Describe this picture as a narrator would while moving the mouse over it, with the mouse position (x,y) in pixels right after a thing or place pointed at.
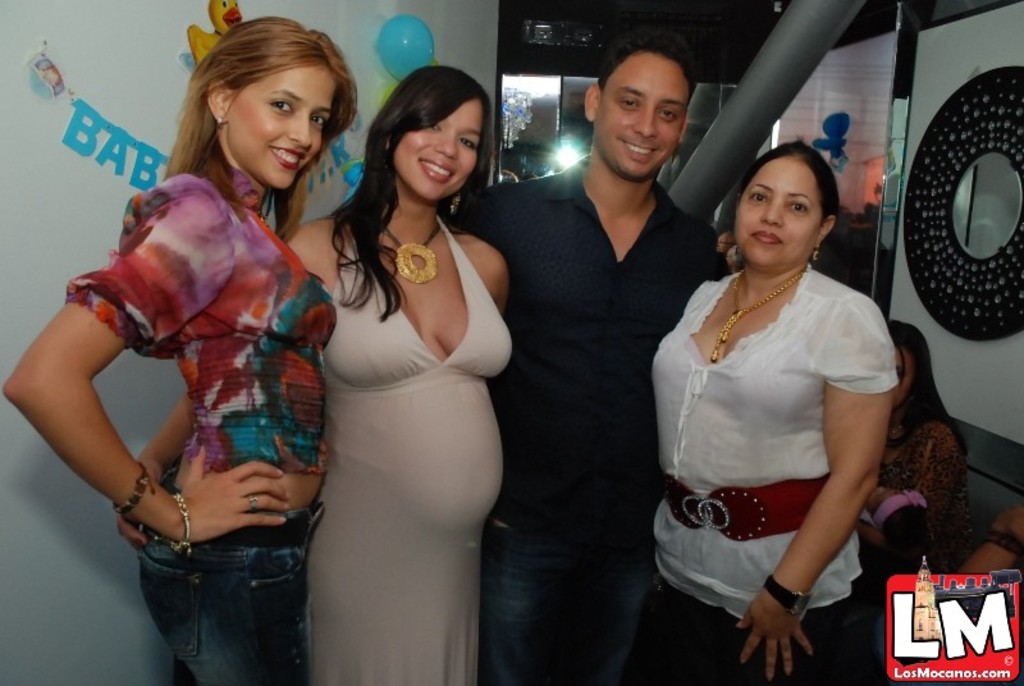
In this image we can see four persons (445,282), behind them, we can see some decorations (416,45) on the wall (962,379), there we can also see a few people (898,358) sitting, a door (721,100) and a pole (770,91).
